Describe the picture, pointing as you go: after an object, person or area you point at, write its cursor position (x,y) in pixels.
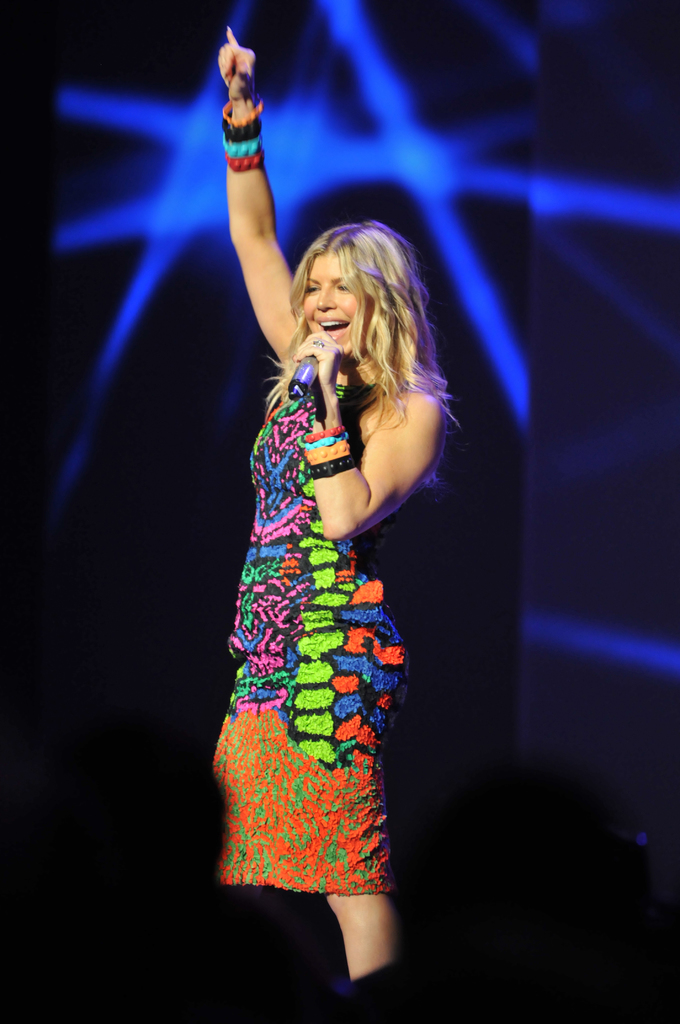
There is a women (258,600) who is talking on the mike (298,396) and she is smiling. In the background (531,357) there is a screen (502,405) and this is floor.
